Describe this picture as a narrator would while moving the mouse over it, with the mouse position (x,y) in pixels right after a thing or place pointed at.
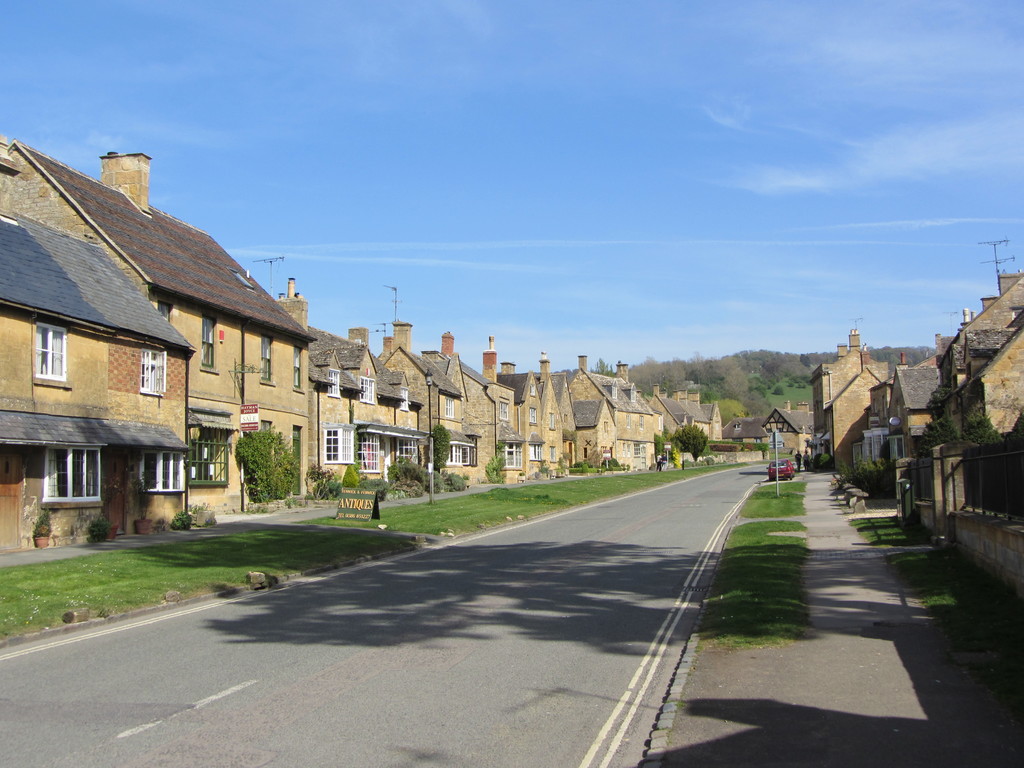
Sky (428,123) is in blue color. Here we can see buildings (386,419), windows (144,457), grass (423,512) and plants (260,468). Vehicle (772,470) is on the road (703,504). Far there are trees (734,378).
